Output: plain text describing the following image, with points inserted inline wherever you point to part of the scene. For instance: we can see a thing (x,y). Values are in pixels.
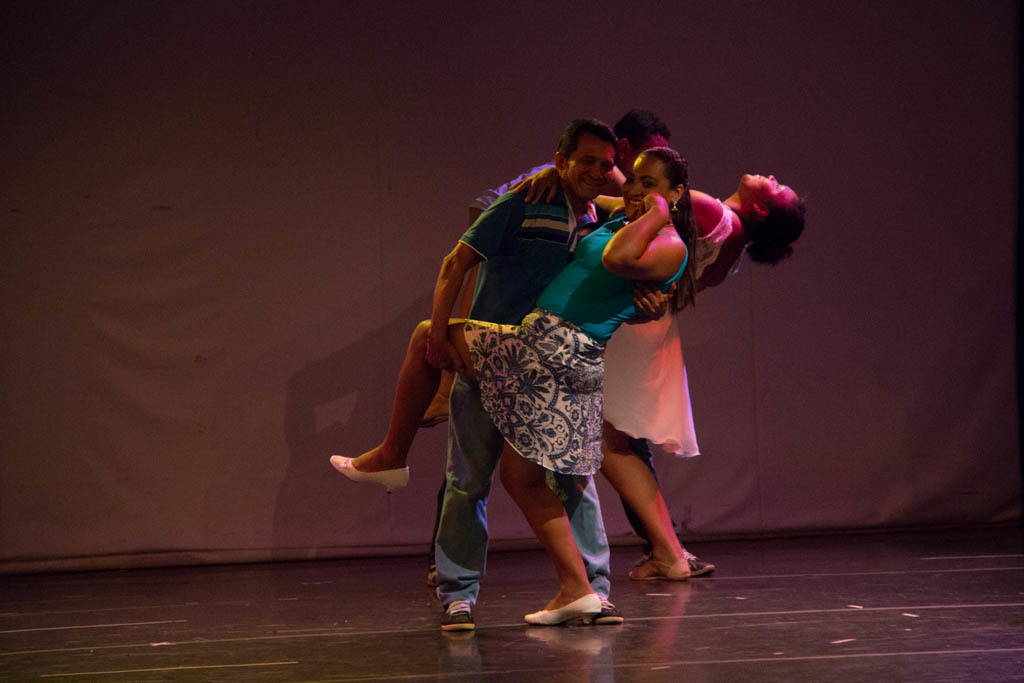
In this picture there are persons (588,338) dancing and smiling. In the background (239,201) there is a curtain (807,234) which is white in colour.
